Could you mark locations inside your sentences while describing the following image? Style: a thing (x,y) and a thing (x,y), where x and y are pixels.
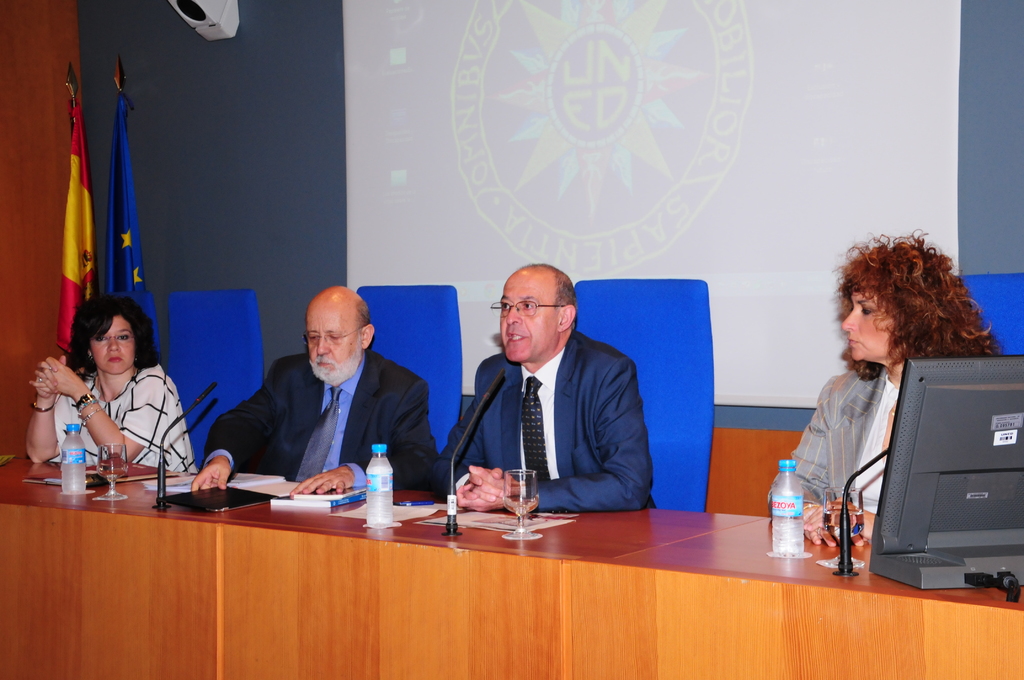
There are four members (374,385) sitting in front of a table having a microphone (499,378) in front of them. Two of them are men (317,436) and the remaining two are women (137,405). Women (116,423) are seated at the very edge on either side. Three of them are having a bottle (379,471) on the table (379,533) in front of them. Men (333,385) are wearing a coat (583,438), shirt (551,418) and a tie (530,418). Behind these four people (292,408) there is a projector screen (594,205) on the wall (284,152). Behind the woman (143,388) who is sitting at the left (125,410) edge there are two flags (90,227). One is blue colour and the other one is red and yellow. The woman (878,307) who is sitting in the right (853,380) edge having a monitor (966,455) in front of her and she is looking at the remaining three persons (536,340).
